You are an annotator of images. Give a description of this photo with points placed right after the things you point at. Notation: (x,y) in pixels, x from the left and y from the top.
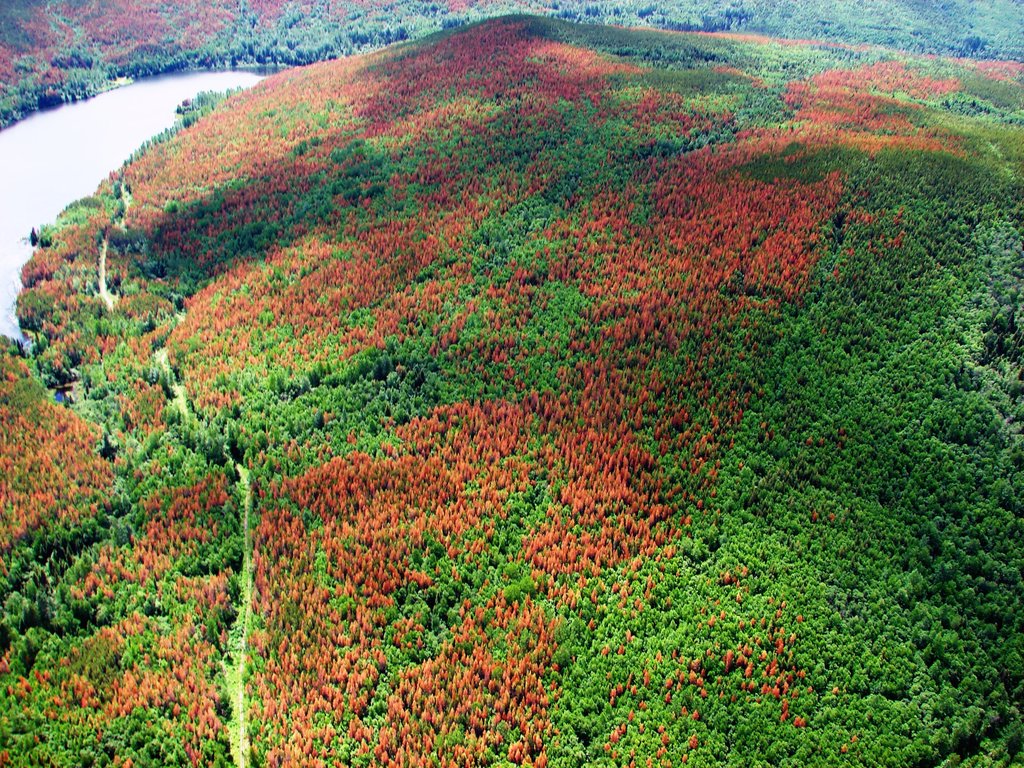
In this image we can see trees (578,346) and water (67,185).
